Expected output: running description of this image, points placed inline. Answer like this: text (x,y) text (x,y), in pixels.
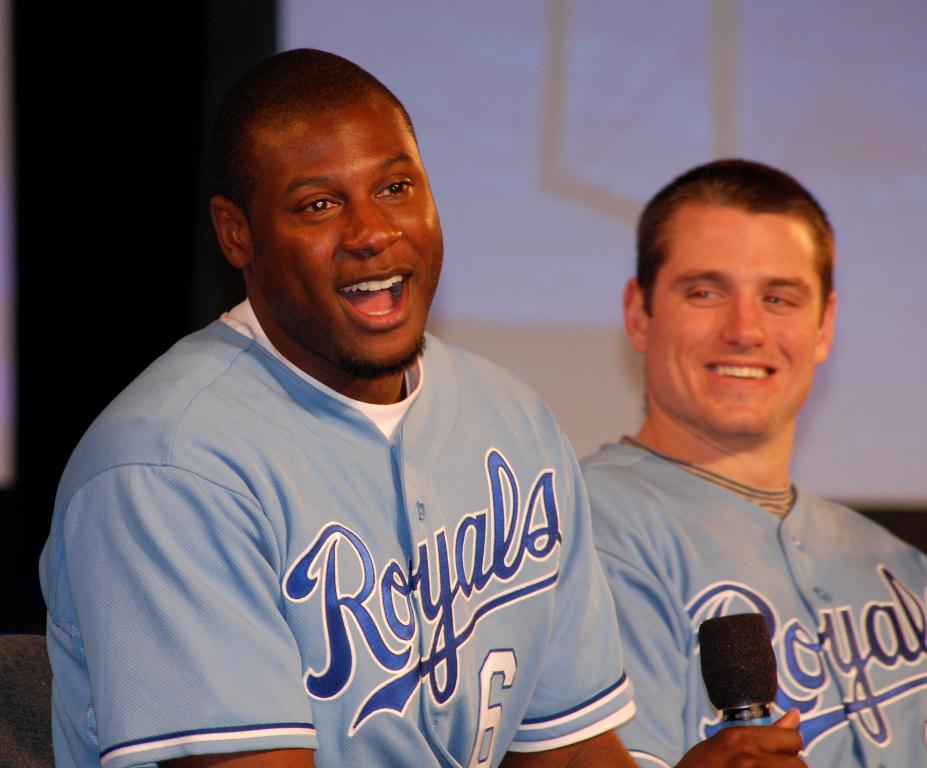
In this image I can see two person (644,556) and on the left side person (434,554) is holding a mike (744,632), they both are smiling and they both are wearing a blue color t-shirts (544,591).
